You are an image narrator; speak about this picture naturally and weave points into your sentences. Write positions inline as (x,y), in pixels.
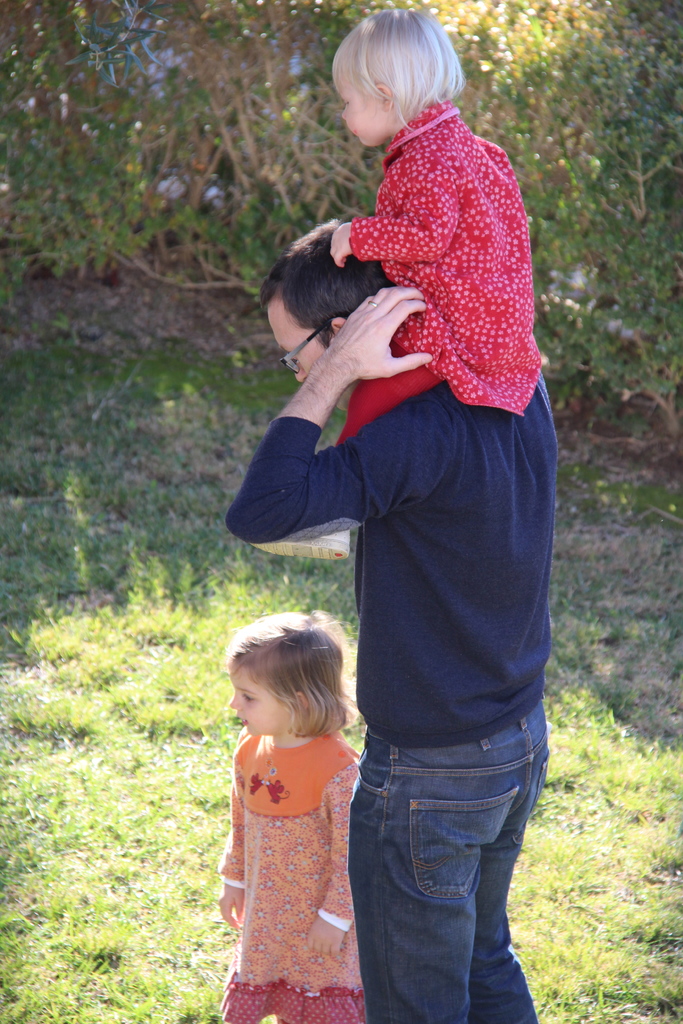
In this image in the center (375,456) there is one man (416,594) who is holding one boy (395,77), and beside him there is one girl (241,813). At the bottom (205,823) there is grass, and in the background (479,128) there are trees (308,144).
